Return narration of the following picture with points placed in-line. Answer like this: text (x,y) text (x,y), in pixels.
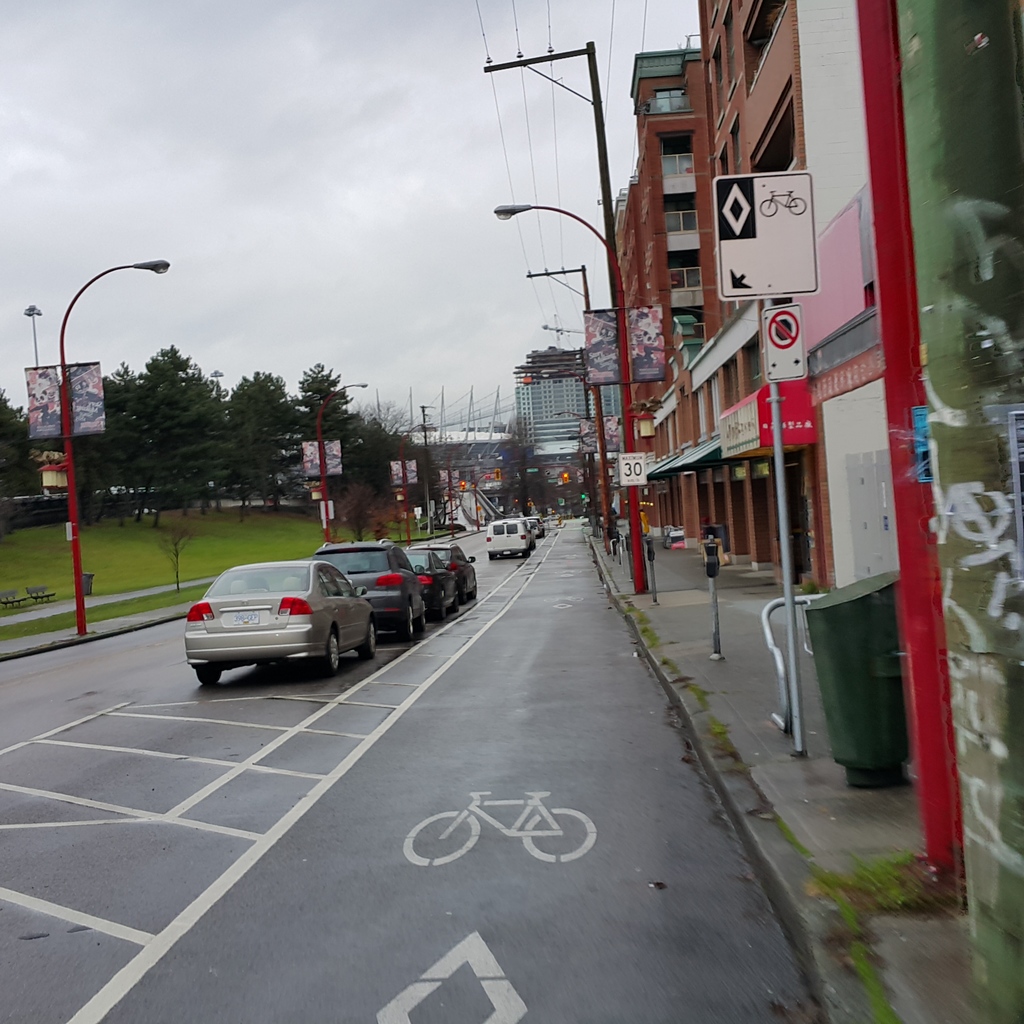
In the foreground of this image (523,889), there is a road (514,923) and vehicles (285,614) moving it. On the right (964,515), there are building (770,515), poles (778,405), a sign board (775,255), a dustbin (858,636) and a side path (691,613). On the left (140,505), there are trees (129,509), poles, posters (308,466), cables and the cloud (241,133).
